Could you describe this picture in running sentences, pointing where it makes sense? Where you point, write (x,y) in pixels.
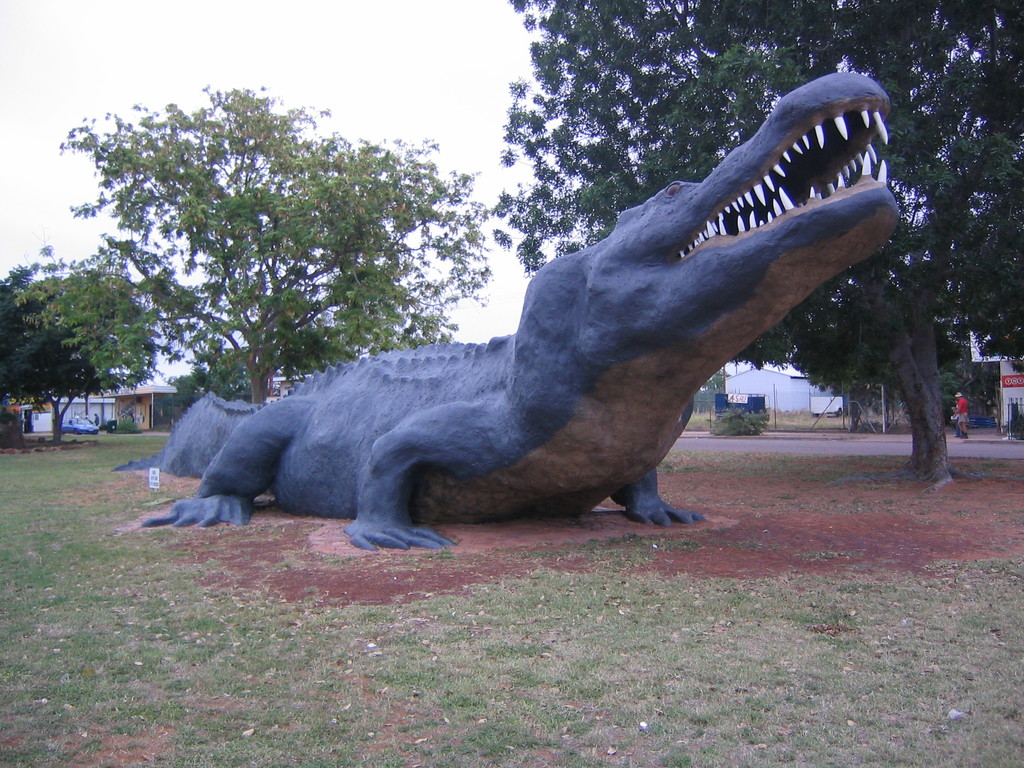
In the picture I can see a statue (406,382) of a crocodile (431,391) and there is a greenery ground (402,590) beside it and there are few trees (904,77), persons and buildings (286,385) in the background (954,423).
